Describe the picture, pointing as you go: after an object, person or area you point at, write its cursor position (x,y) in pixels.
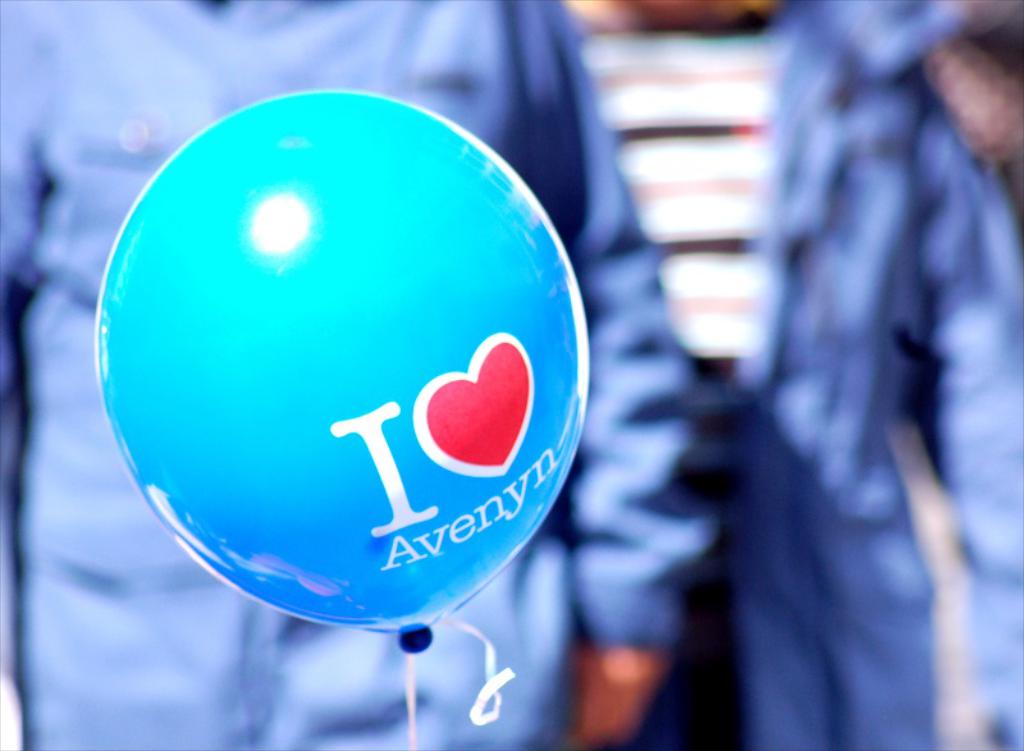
In this image we can see a balloon (470,494) with text (394,494) written on it and blurry background (744,561).
